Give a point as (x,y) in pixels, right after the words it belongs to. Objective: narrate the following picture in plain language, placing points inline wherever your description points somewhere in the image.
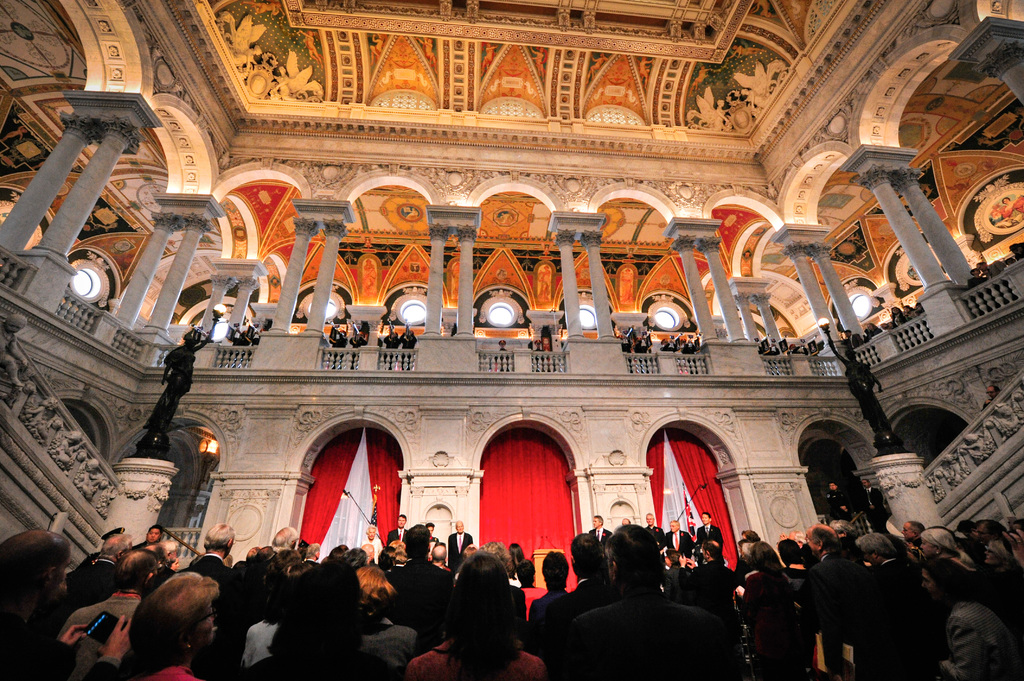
In this image we can see an inside of a building (416,459). We can see pillars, stairs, sculptures (63,451) and the arch (101,422). There are people (334,332) standing at the top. At the bottom (42,633) we can see a group of persons (557,576). Behind them, we can see the curtains (350,542). At the top (370,119) we can see the roof (508,30).
